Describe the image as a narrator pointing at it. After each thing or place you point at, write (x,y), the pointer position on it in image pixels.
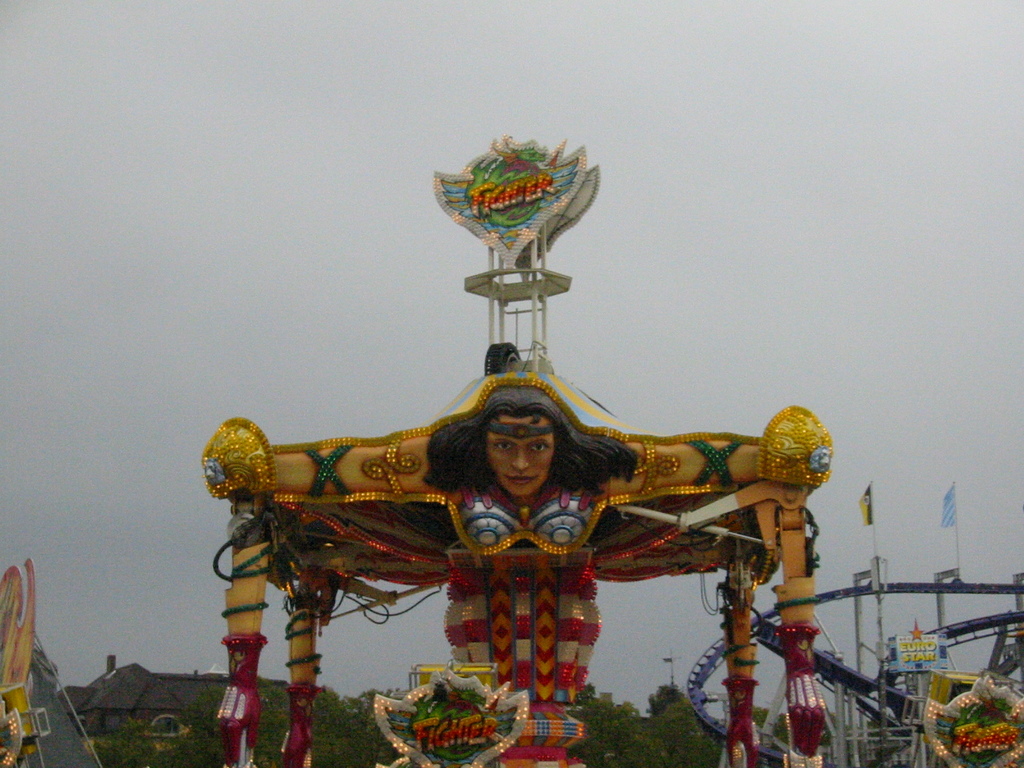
In this image at the bottom (939,749) there are some playing things (1019,742), and in the center (393,483) it looks like a carousel (746,720). And in the background (203,673) there are some trees (761,719) and buildings (203,673), at the top (686,97) there is sky (259,325).
